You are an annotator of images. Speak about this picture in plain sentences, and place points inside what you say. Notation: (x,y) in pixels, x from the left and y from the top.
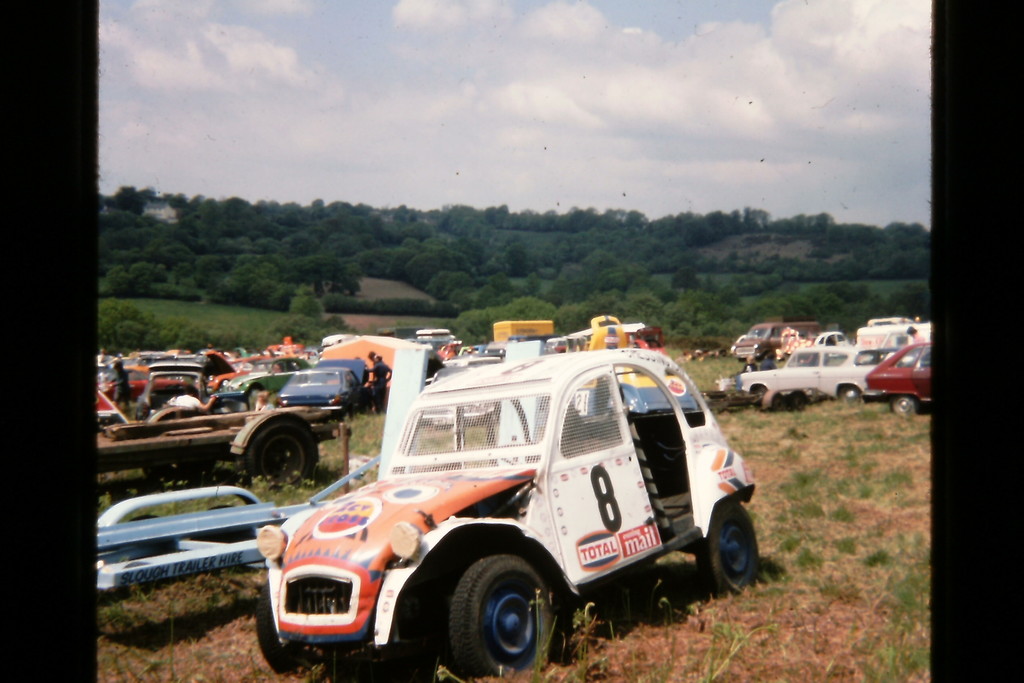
In this image we can see ground (818,636), vehicles (543,491), grass (835,547), people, and trees (590,277). In the background (718,186) there is sky (638,117) with clouds (364,130).
